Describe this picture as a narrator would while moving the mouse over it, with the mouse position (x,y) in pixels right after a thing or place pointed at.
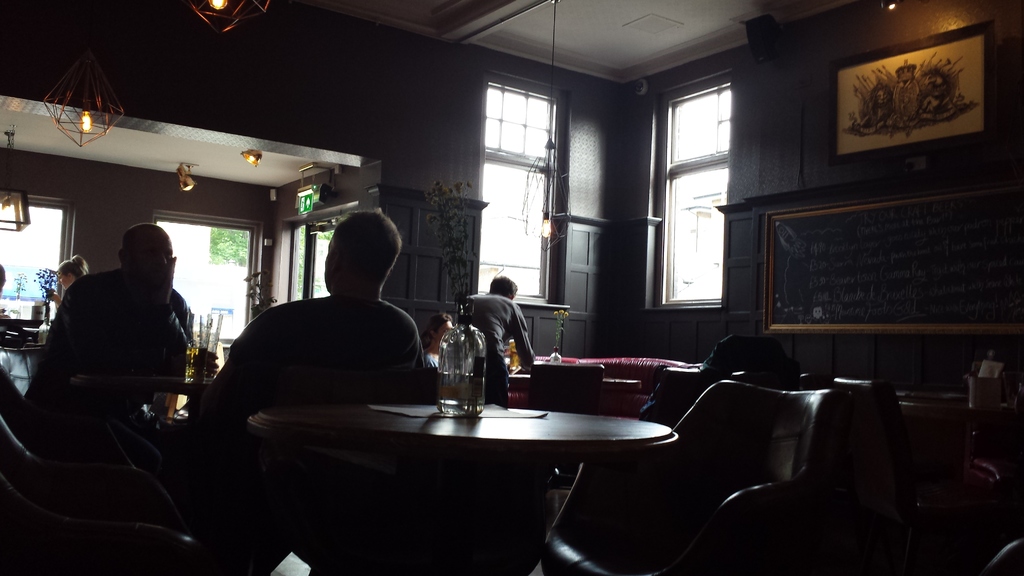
In this picture, we see people (246,354) are sitting on the chairs (352,397). In front of them, we see tables (137,388) on which some objects (44,319) are placed. In front of the picture, we see a table (472,423) on which glass bottle (465,371) is placed. On the right side (865,232), we see a black color board (873,231) with some text (812,264) written on it. Behind that, we see a wall (796,120) on which photo frame (965,42) is placed. Beside that, we see the windows (529,216). In the background (52,230), we see the windows (43,255) and the glass door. This picture might be clicked in the bar (629,322) or in the restaurant (573,327).
